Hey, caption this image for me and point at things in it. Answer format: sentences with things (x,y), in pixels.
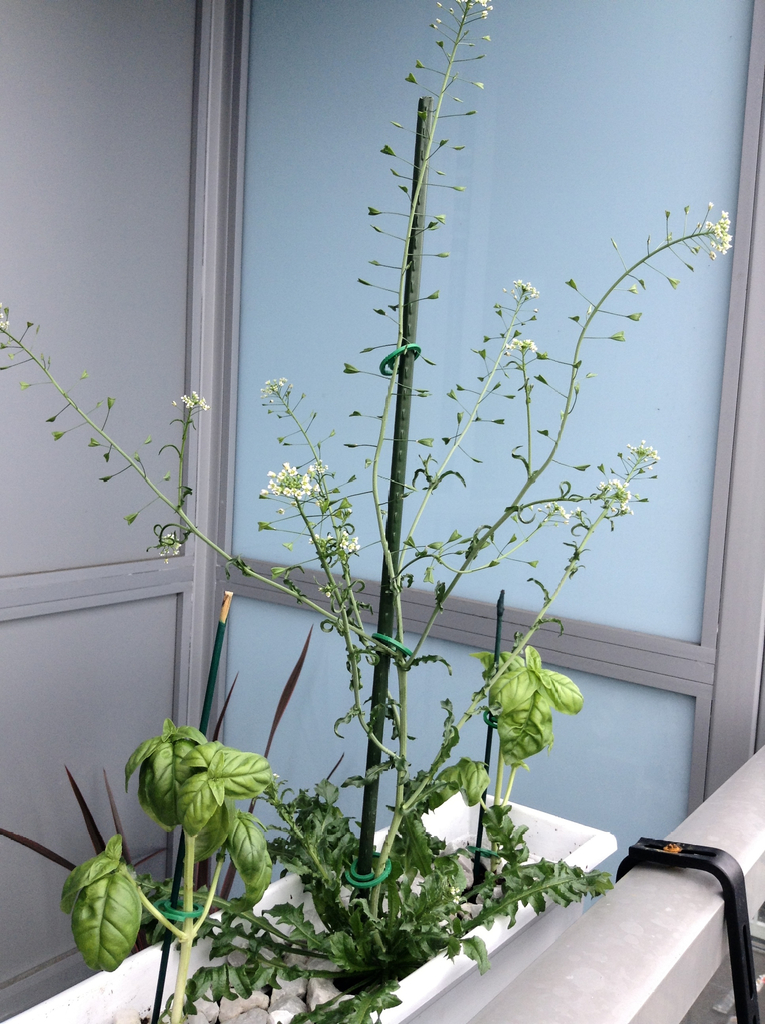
In this image we can see there is a plant pot (438,831) in the balcony (43,535) of a building (237,881).
